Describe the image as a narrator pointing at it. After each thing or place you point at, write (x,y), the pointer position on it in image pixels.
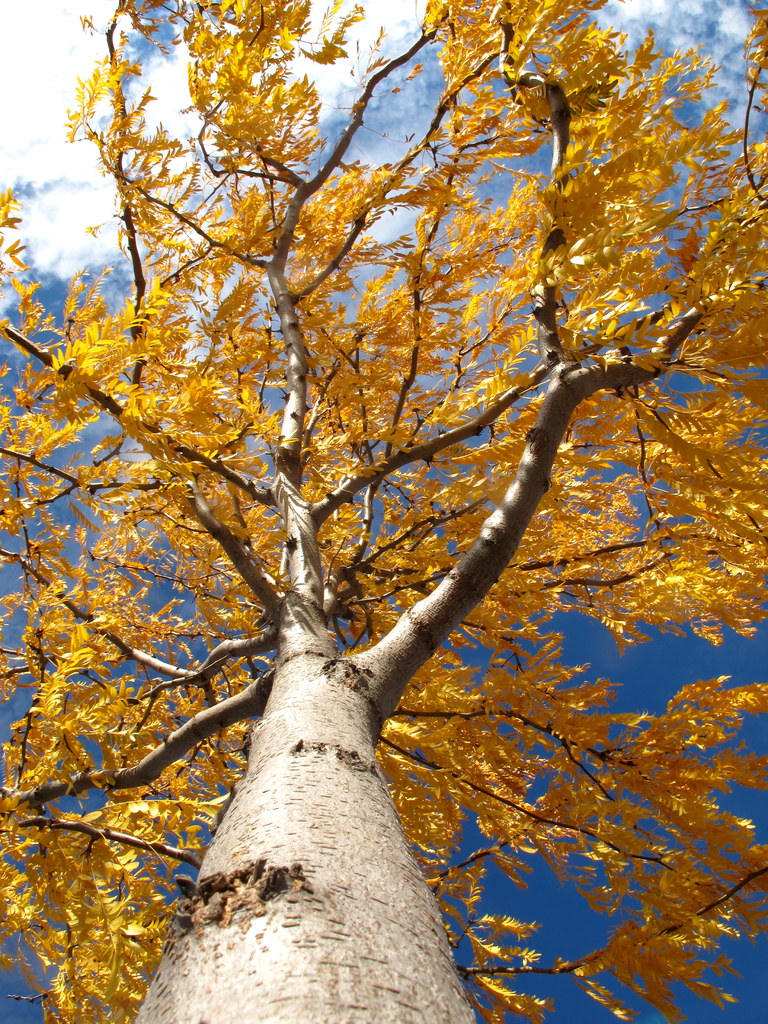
In this image we can see a tree (298,479) and in the background (60,229), we can see the sky (200,180) with clouds (381,114).
